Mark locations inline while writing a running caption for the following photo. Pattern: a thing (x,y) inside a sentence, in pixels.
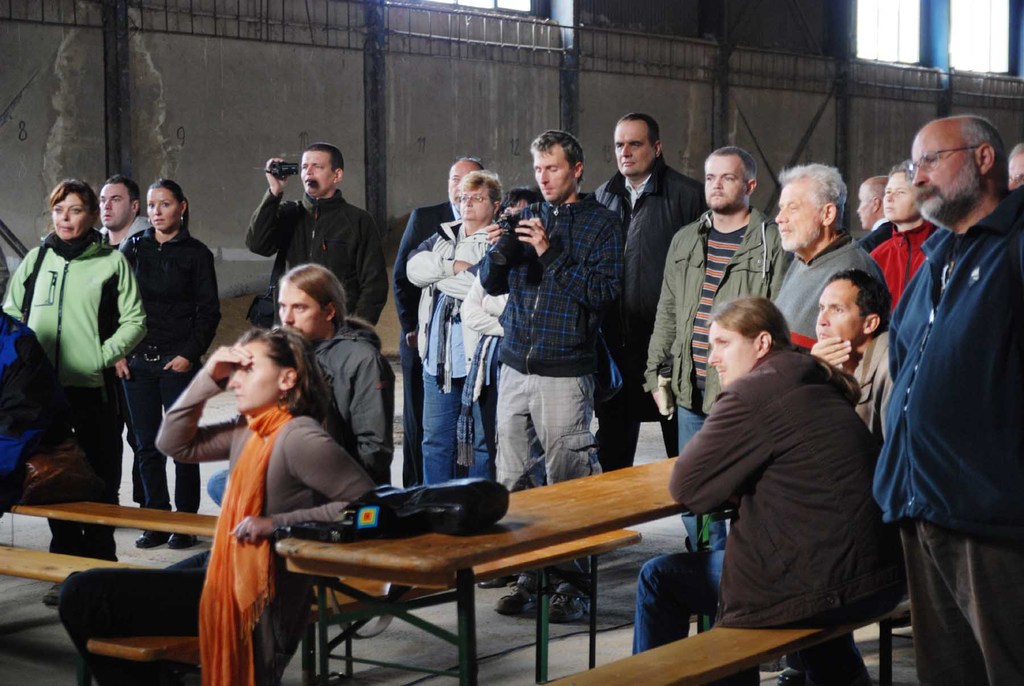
There are group of people (640,243) standing and few people (827,404) are sitting on a bench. This is a table (436,545) where some object (437,528) is placed on it. Among group of people (425,244) there are two persons (527,263) holding cameras (518,251). At background (586,143) it looks like a building (718,80) with windows (875,41).
